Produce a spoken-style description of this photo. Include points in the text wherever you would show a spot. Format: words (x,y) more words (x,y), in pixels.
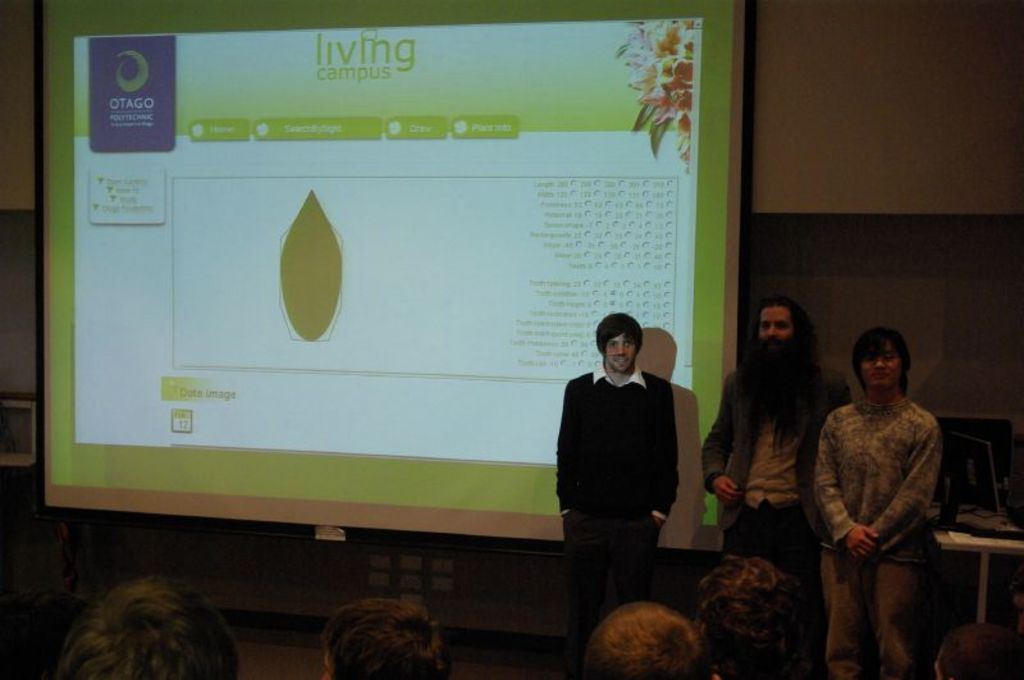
In the foreground of the picture (791,637) we can see heads (204,625) of the people (157,645). In the center of the picture (594,450) there are people (655,469) standing and there are desk (972,546) and other objects (959,496). In the background (379,72) there is a projector screen (439,224) and wall (780,214).
